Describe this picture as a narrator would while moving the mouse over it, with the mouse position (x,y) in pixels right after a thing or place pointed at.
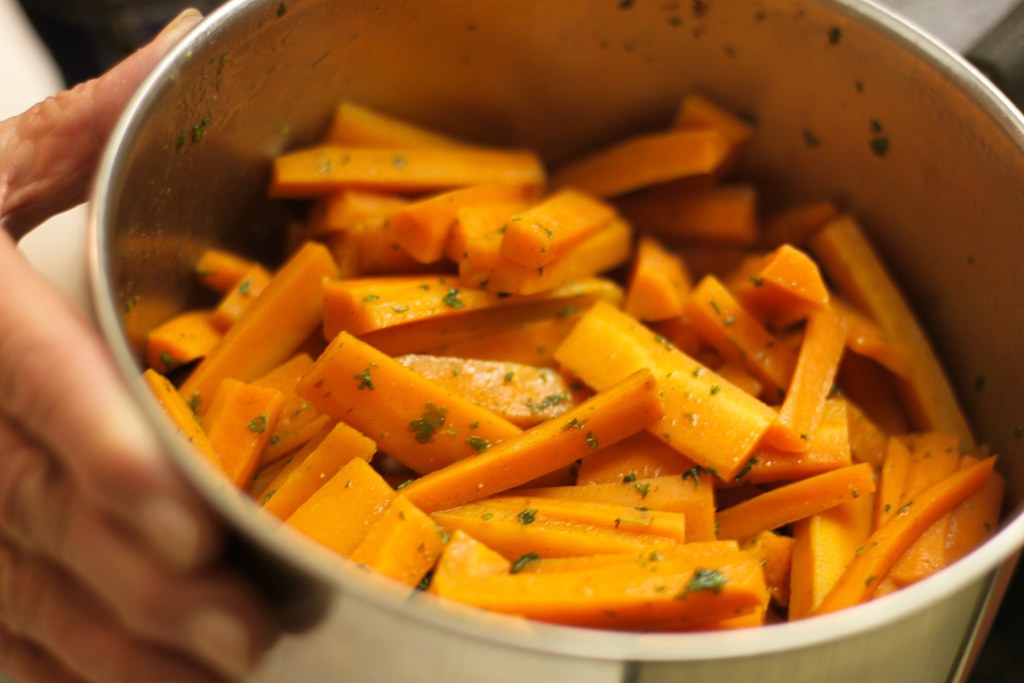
In this image we can see a food item (564,267) in a bowl (461,66), there we can see a person's hand (85,435).
